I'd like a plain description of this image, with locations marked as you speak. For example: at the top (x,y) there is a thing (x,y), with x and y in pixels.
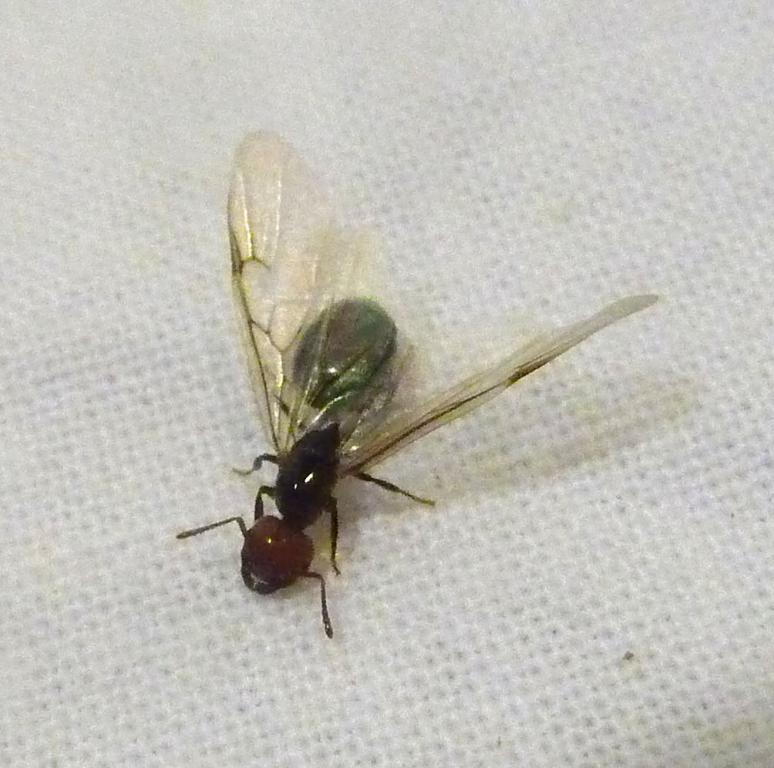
In this image I can see an insect (259,388) which is in brown color and it is on the white surface (482,556).
